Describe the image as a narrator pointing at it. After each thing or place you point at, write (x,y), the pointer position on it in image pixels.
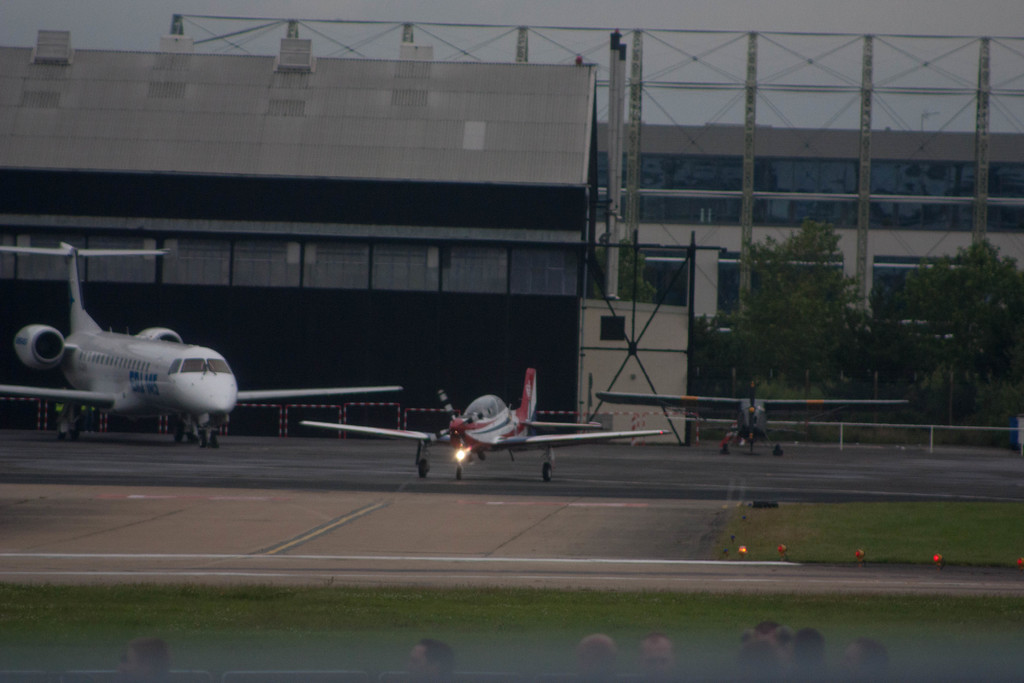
In this picture we can see planes (163,409) on the runway (687,573). At the bottom (570,647) we can see grass (457,612) and people (880,662). At the top (295,96) we see trees (851,283), barricades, poles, fence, trees (851,283) and buildings (958,135) with glass windows (903,273).
